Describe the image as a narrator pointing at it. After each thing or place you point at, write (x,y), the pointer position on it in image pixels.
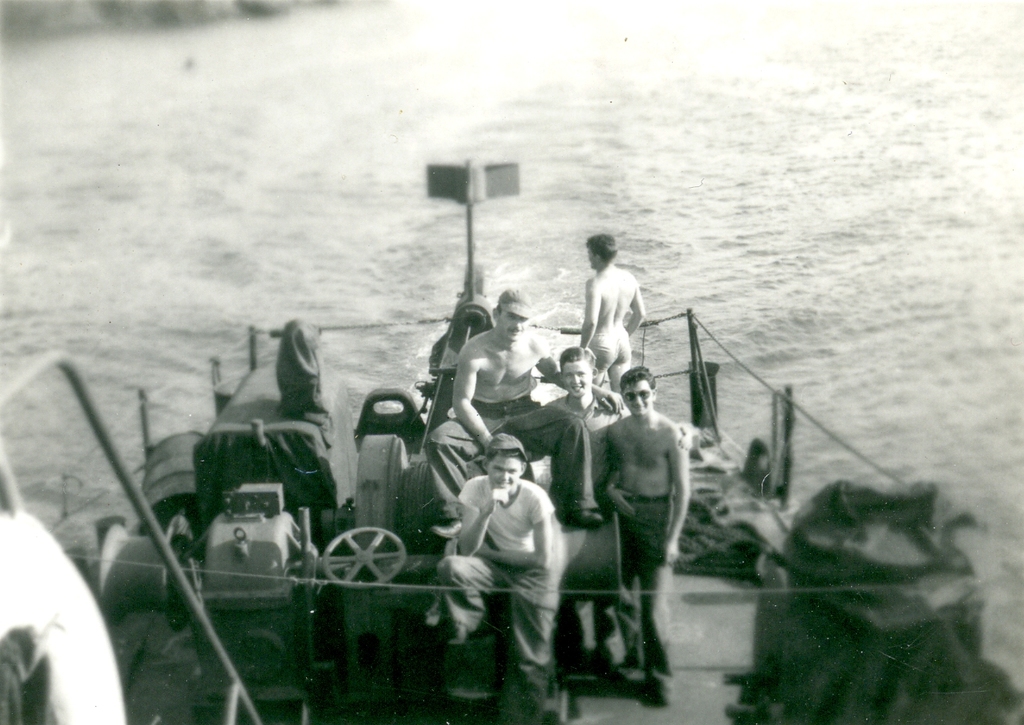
This is a black and white picture, there are few people (582,486) sitting inside a ship (729,679) with machinery (310,412) on the left side of it.
